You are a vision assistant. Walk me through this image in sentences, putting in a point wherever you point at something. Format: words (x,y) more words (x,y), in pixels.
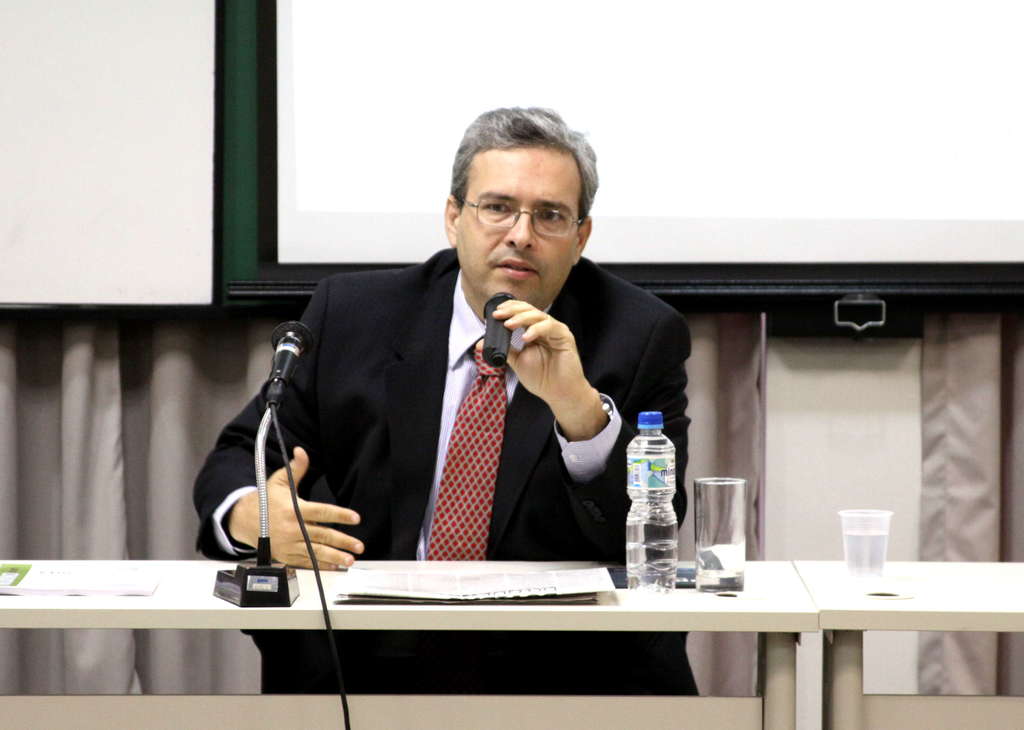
In this picture we can see man (527,156) sitting on chair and talking on mic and in front of him there is table (886,602) and on table (255,620) we can see bottle (672,572), glass (725,545), paper (586,572), mic (261,540) and in background (891,95) we can see screen (363,115).
